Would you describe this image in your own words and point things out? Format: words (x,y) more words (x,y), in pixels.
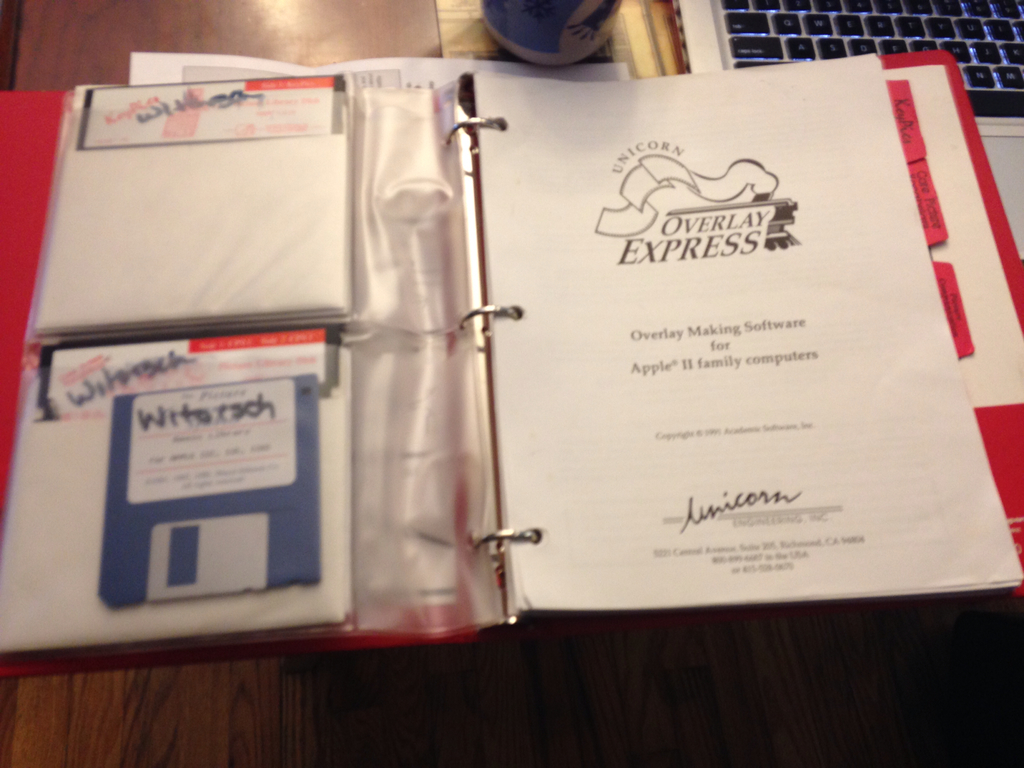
In this image I see a file (368,323) over here and I see few papers (646,300) on which there is something written and I see a floppy disk (207,491) over here and I see the keyboard (810,46) over here and all these things (540,229) are on the brown color surface (69,14) and I see a blue and white color thing (545,27) over here.
